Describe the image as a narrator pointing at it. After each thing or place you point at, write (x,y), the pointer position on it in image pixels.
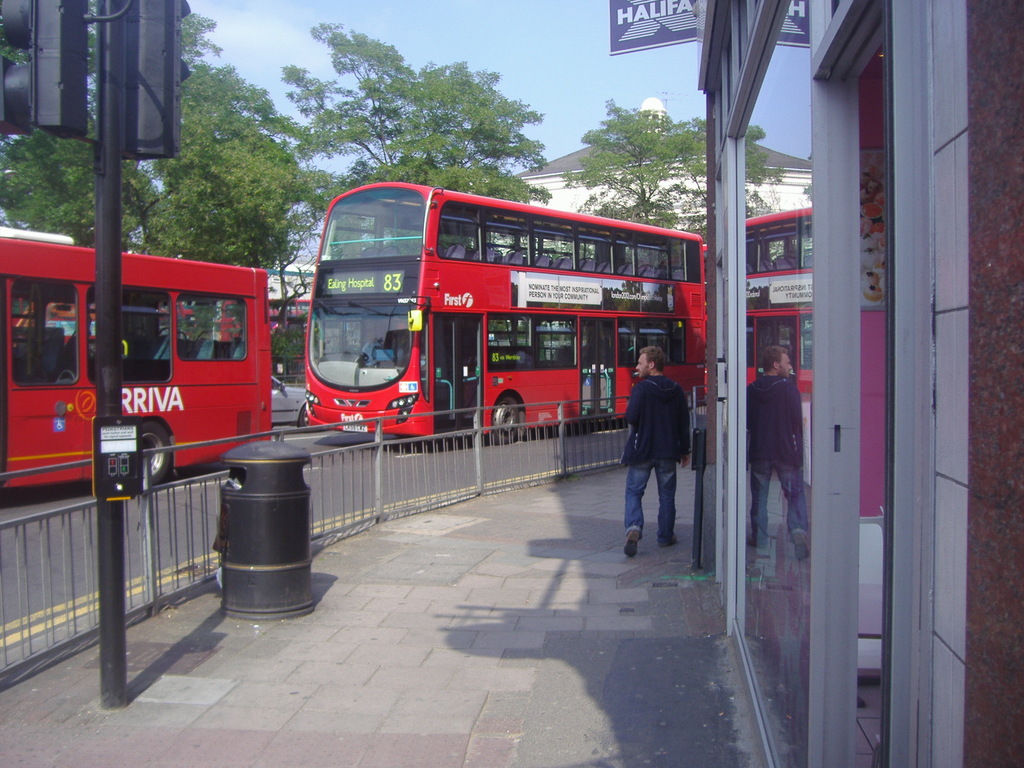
In the center of the image (431,302) we can see the buses (380,192), trees (463,170), house (585,191). On the left side of the image (53,84) we can see the traffic lights (61,47), pole (95,125). In the center of the image (438,481) we can see a road (339,465), barricades (380,461). On the right side of the image (868,403) we can see a building (751,96), board (618,27), door (849,89) and a person (650,442) is walking. At the bottom of the image (472,689) we can see the footpath (453,718). At the top of the image (492,50) we can see the clouds (294,42) are present in the sky (481,42).
